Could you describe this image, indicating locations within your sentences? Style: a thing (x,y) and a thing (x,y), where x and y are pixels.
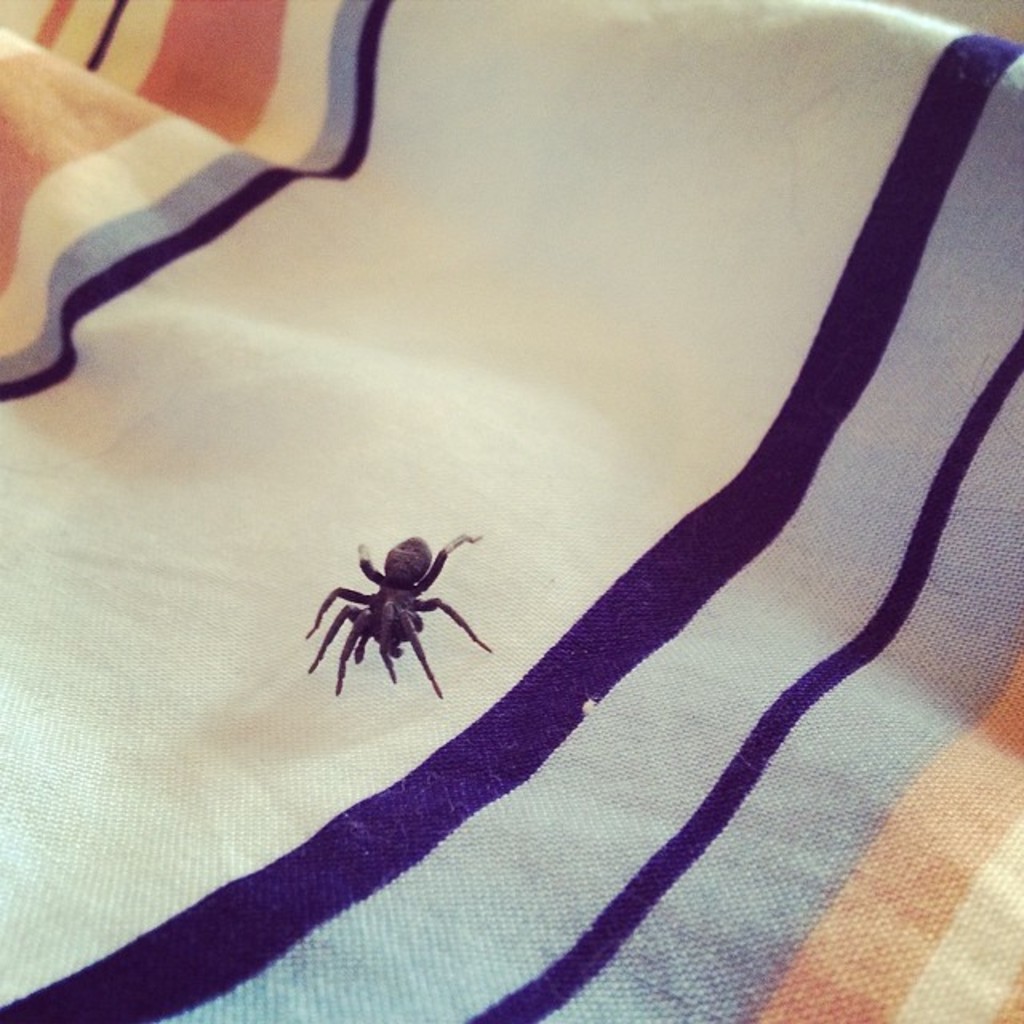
In the picture we can see a spider (414,639) on the cloth (519,501).
